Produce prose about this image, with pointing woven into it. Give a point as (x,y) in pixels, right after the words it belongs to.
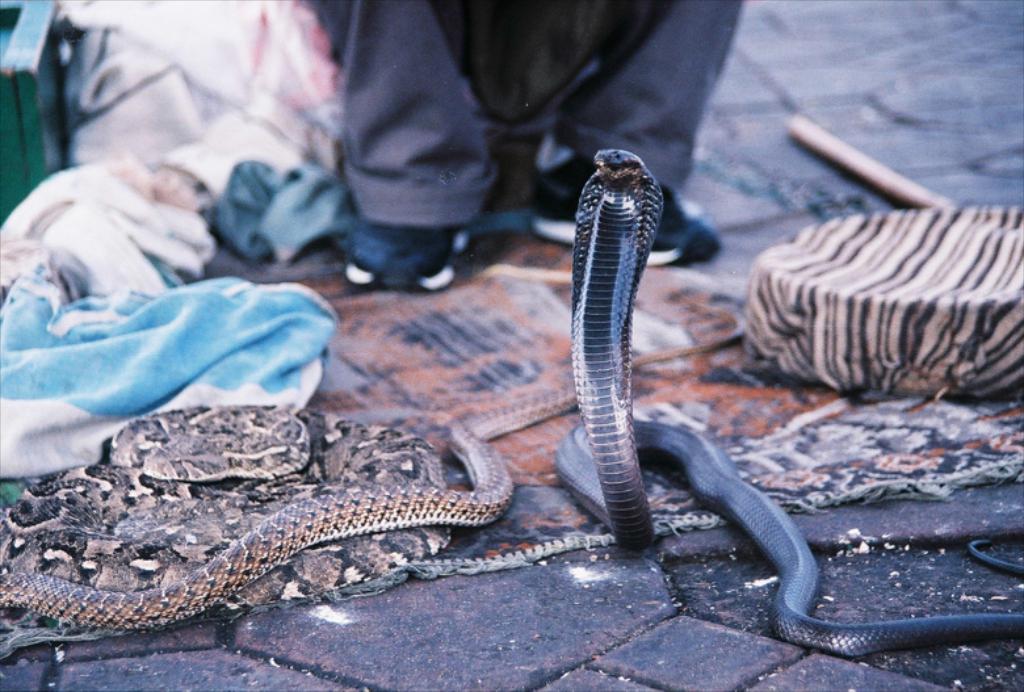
In this image we can see the snakes (457,455) and also a snake box (893,290) on the mat (775,436) which is on the land (635,582). We can also see the clothes (137,206), stick (832,146) and also some person (448,75).
